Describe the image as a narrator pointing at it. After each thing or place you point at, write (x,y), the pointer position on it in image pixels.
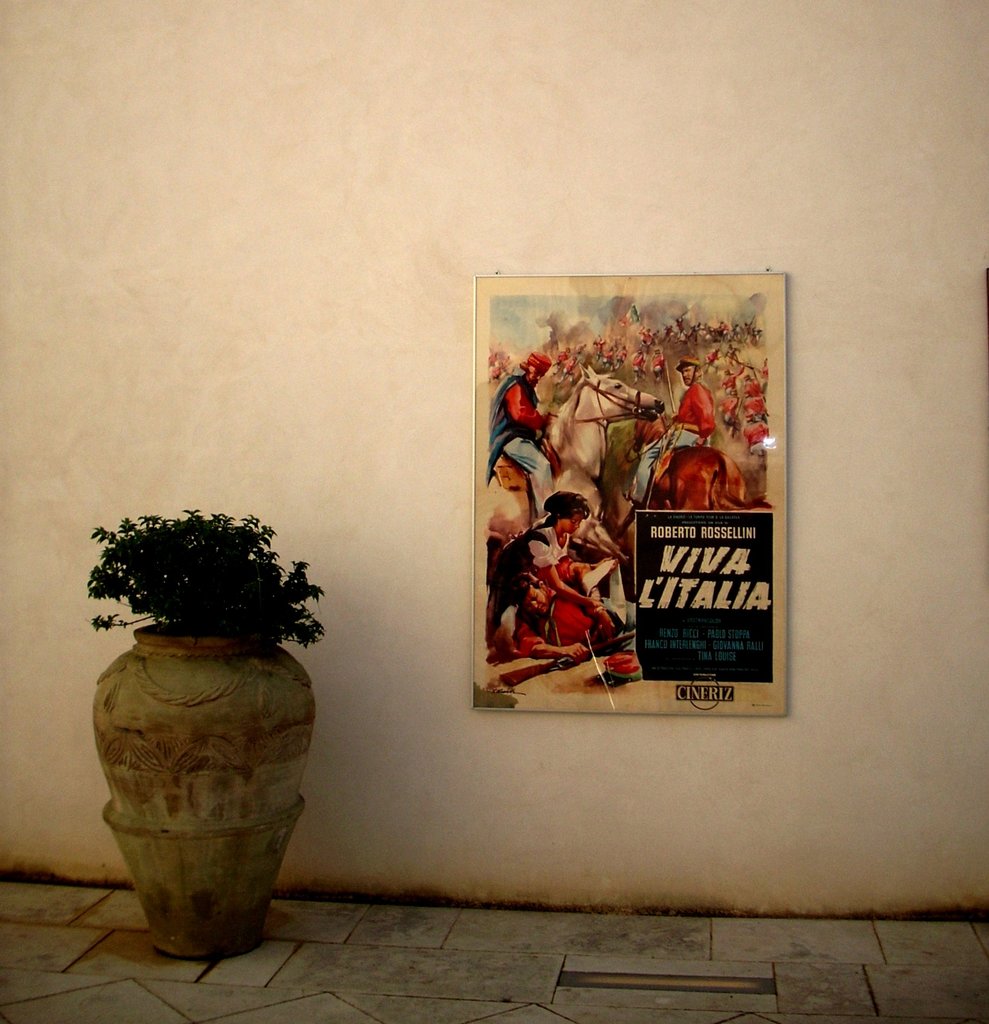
In this image I can see a vase (307,720) with plant (211,609). In the background (769,585) there is a poster (750,488) attached to the wall (194,436).
